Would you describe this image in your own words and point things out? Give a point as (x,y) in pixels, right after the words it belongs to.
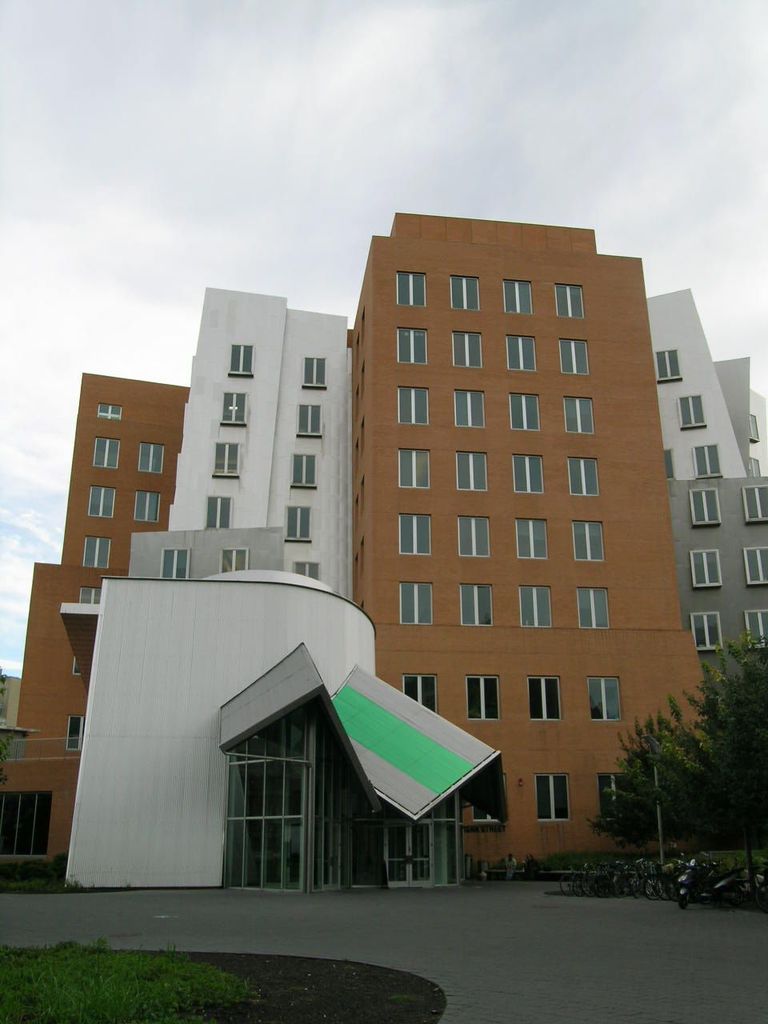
In this image I can see grass (162,956) in the front (69,987) and in the background (464,764) I can see number of buildings (299,502) and number of windows (497,718). On the right side of this image (764,883) I can see few vehicles (688,870), few bicycles (663,858) and few trees (757,700). I can also see the sky (170,298) in the background (281,176).
